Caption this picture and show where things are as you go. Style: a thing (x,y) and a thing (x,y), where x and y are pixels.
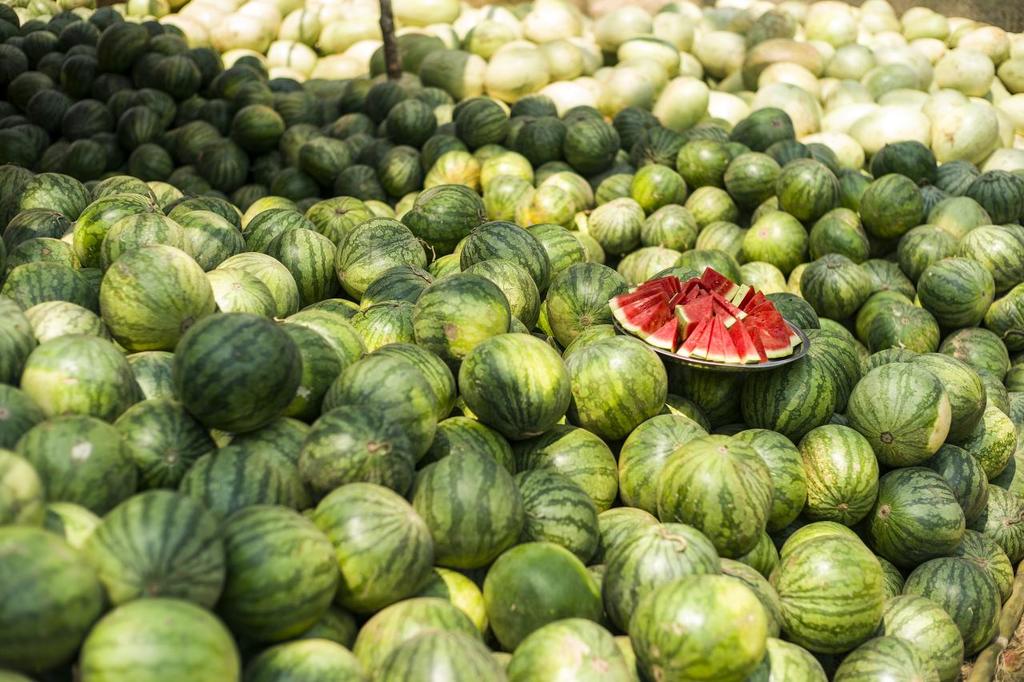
In this image I can see a bulk of watermelons (384,618) on the ground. This image is taken during a day may be in the market (379,242).
